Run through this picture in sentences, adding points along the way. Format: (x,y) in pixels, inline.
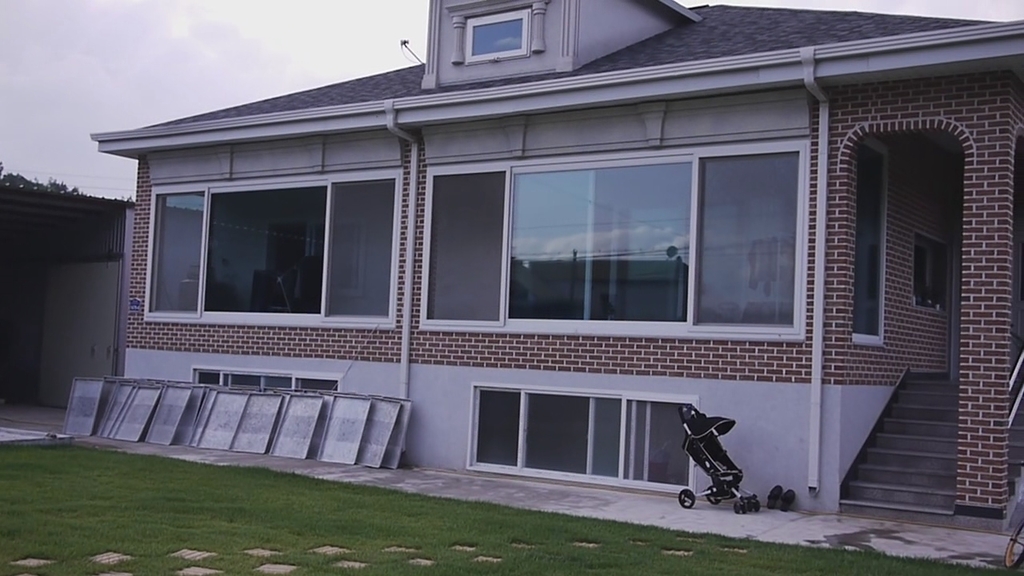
In the image there is a house (455,237) and in front of the house (759,475) there is a baby stroller (714,451) kept in front of a wall (750,483) and there is a grass surface (102,474) in front of that stroller (700,494).
